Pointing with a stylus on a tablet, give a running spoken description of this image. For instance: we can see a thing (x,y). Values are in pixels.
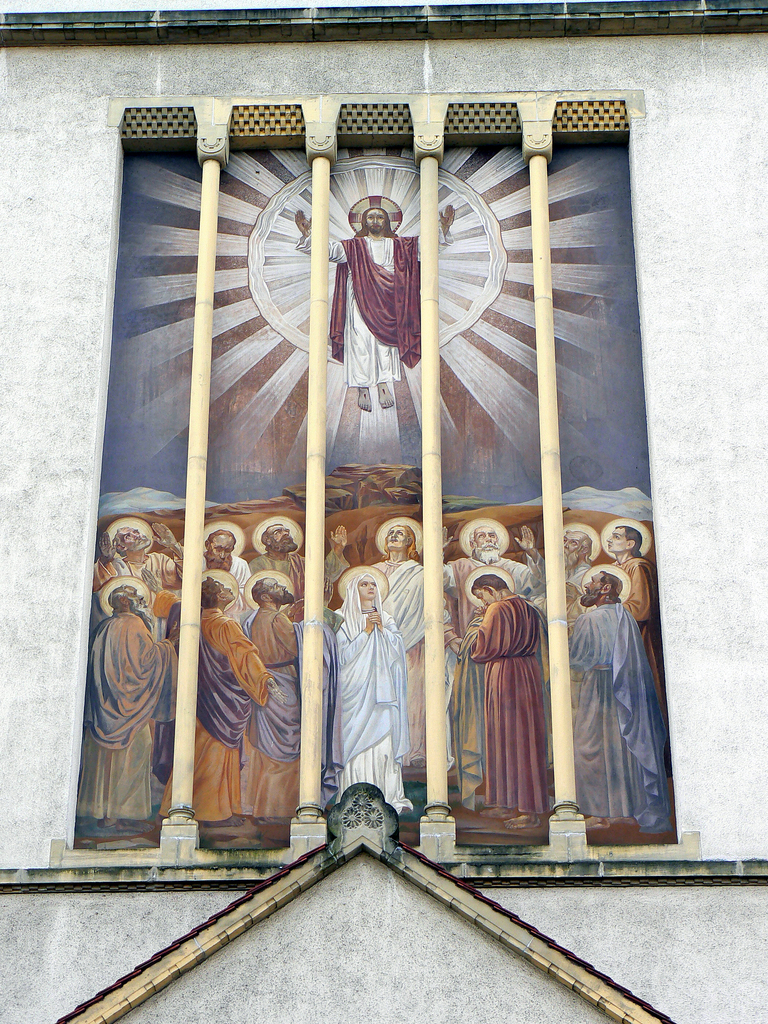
In this image there on the wall (102,340) there is a painting (307,285) of Jesus Christ (345,373) and his disciples (301,577), on the wall (20,1018) there are pillars (306,526).
